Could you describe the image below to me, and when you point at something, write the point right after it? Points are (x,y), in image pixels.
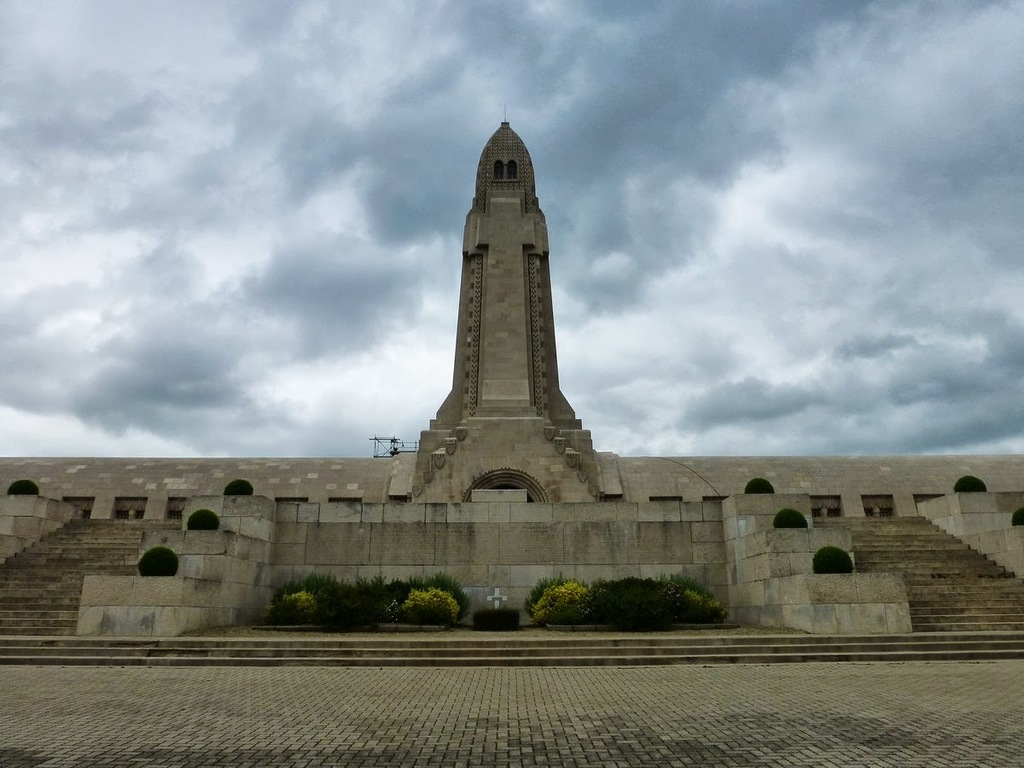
In this picture there is a monument (555,481) in the center of the image (376,481) and there are stairs (896,534) on the right (882,565) and left side of the image (152,638) and there is greenery (418,590) in the center of the image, there is sky (735,122) at the top side of the image (676,127).
